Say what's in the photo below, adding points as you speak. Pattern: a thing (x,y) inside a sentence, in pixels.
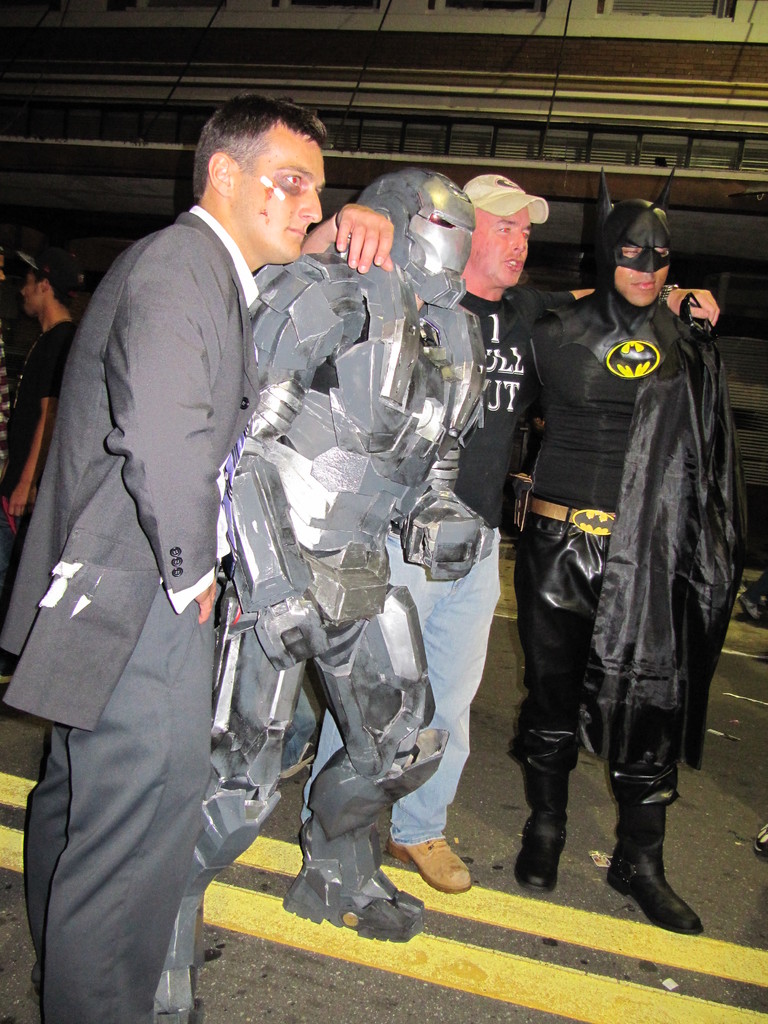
In this image there are two persons (531,353) posing with a man (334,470) dressed in Batman (604,381) and Iron man (350,375) are posing for the camera.
